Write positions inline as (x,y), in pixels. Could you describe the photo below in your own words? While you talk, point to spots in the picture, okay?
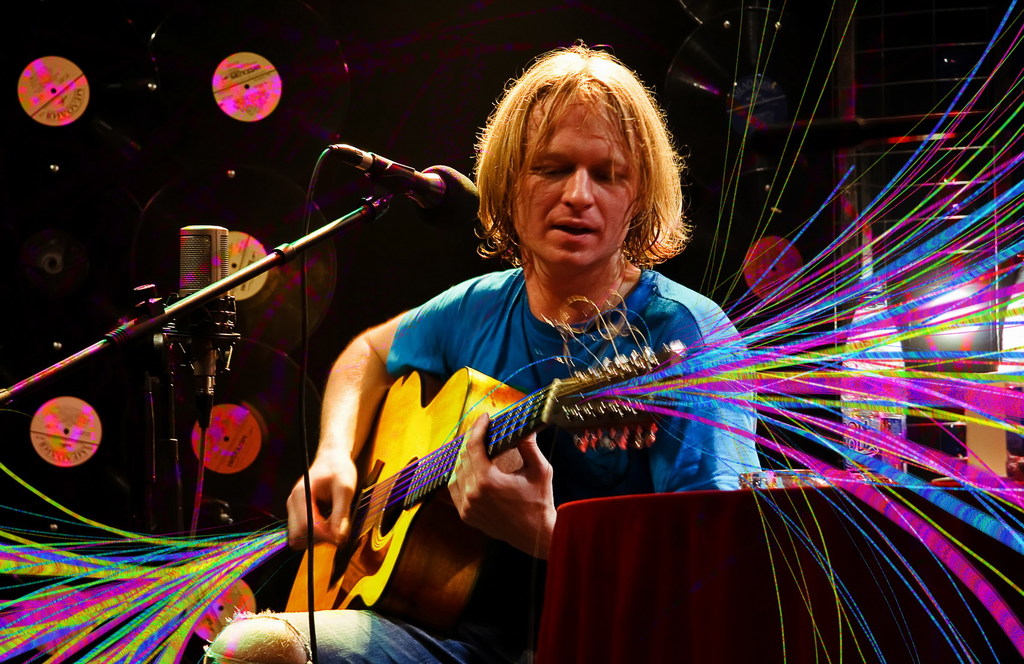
This image is clicked in a concert. There is a man (615,80) playing guitar (372,586) and singing. In front of him, there are mics (392,174) and mic stands (170,354). He is wearing a blue t-shirt (532,352) and blue jeans (436,637). The background (687,36) looks dark.
